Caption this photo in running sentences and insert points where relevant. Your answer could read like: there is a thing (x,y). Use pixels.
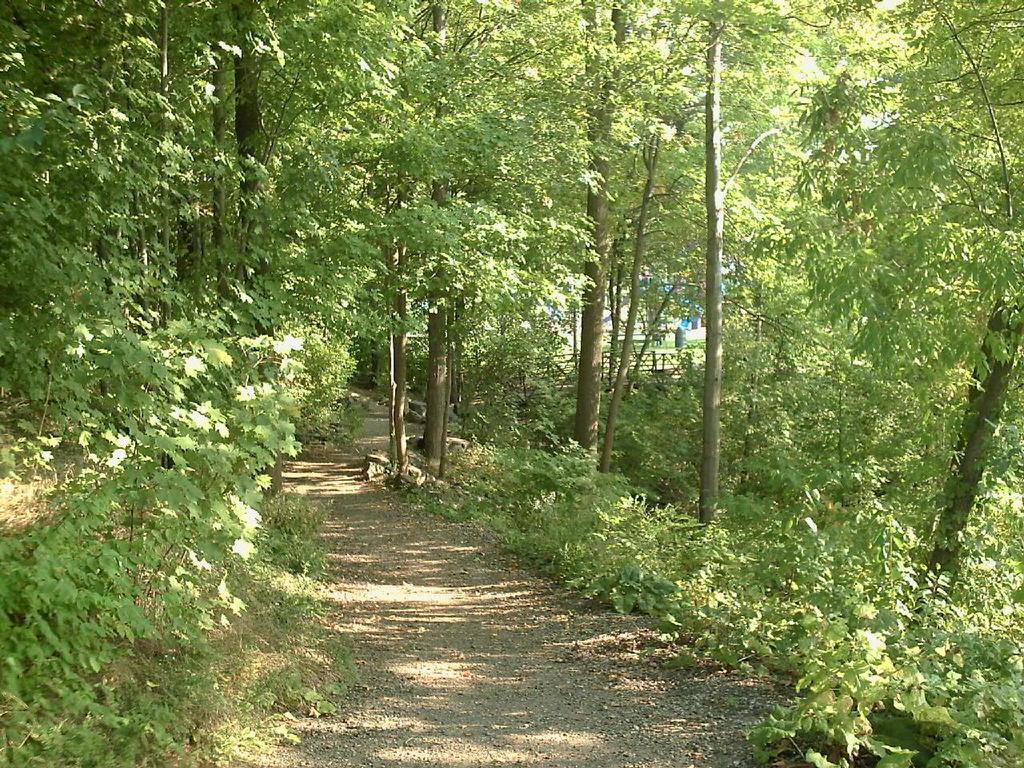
In this image I can see a green color trees (268,276). Back I can see fencing (654,364).
